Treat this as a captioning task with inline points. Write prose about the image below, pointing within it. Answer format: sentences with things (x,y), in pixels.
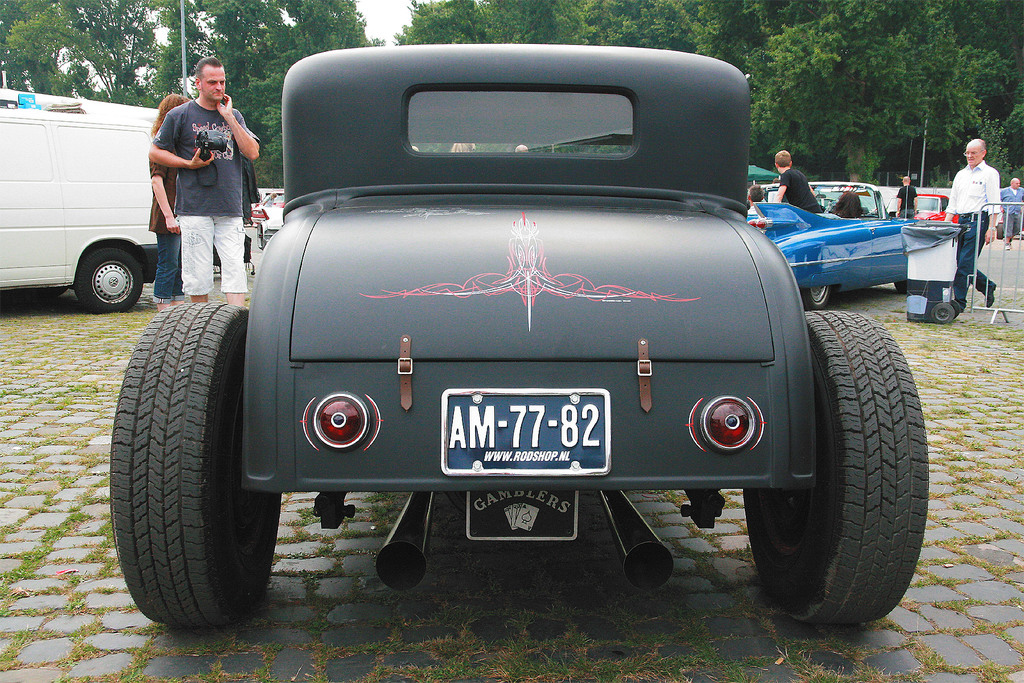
In this picture there are vehicles (509,284). In the foreground (883,339) there is text (590,437) on the vehicle (538,471). On the left side of the image (205,63) there is a man (188,143) standing and holding the object (223,141) and there is a woman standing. On the right side of the image (981,164) there are two people (963,181) walking behind the railing (1008,296) and there is a dustbin (935,249). At the back (794,198) there are group of people (777,194) and there are trees (896,58) and poles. At the top (383,32) there is sky (399,26). At the bottom (662,592) there is a pavement (531,642) and there is grass (554,642) and there is a road (995,267).
